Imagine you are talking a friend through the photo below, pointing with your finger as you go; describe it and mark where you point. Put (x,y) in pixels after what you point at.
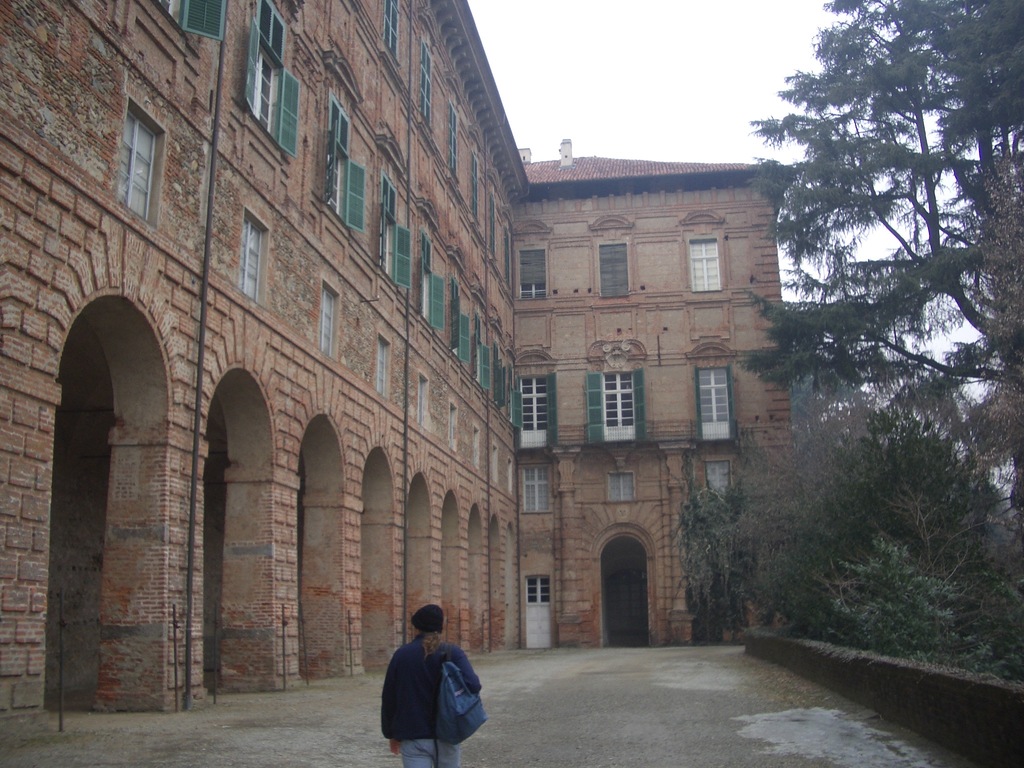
In this image I see a person (423,629) over here who is wearing a bag (462,708) and I see the path (557,679). In the background (5,537) I see the building (683,237) on which there are windows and I see the trees (1002,372) and plants (836,518) and I see the sky (748,134) which is overcast.
